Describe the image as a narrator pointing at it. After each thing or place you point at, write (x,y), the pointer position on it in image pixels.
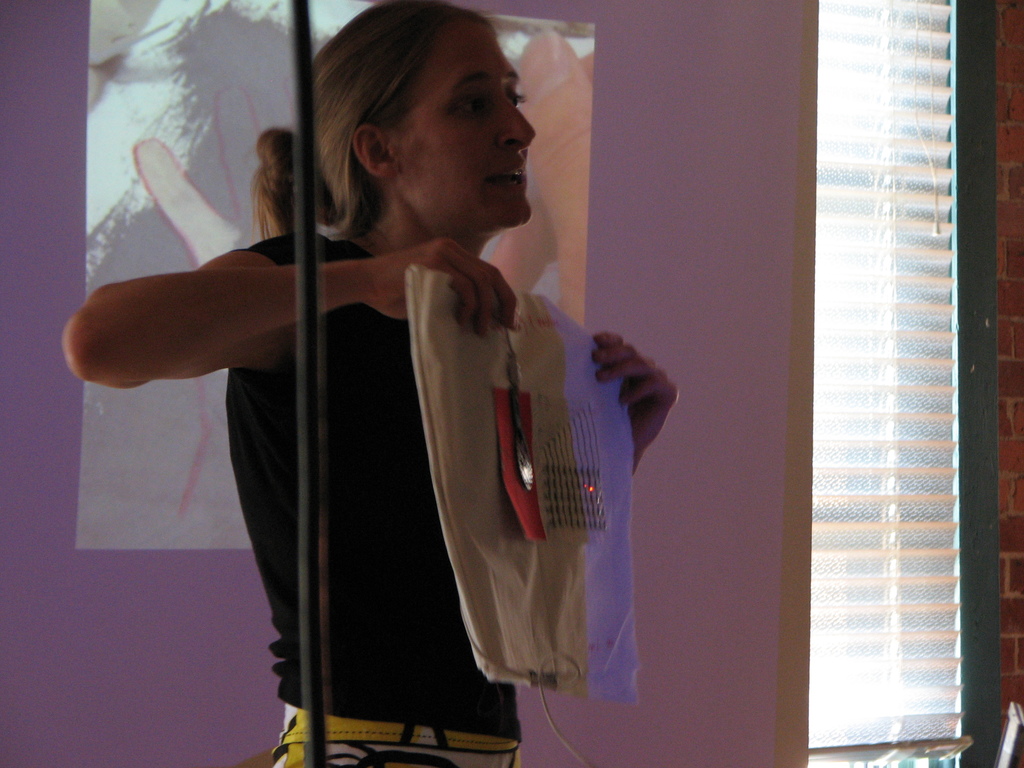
In this image there is a window blind (813,603) on the right corner (935,552). There is a person (327,360) holding object (445,548), there is an object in the foreground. We can see depictions (181,153) on the wall (237,134) in the background (244,165).
